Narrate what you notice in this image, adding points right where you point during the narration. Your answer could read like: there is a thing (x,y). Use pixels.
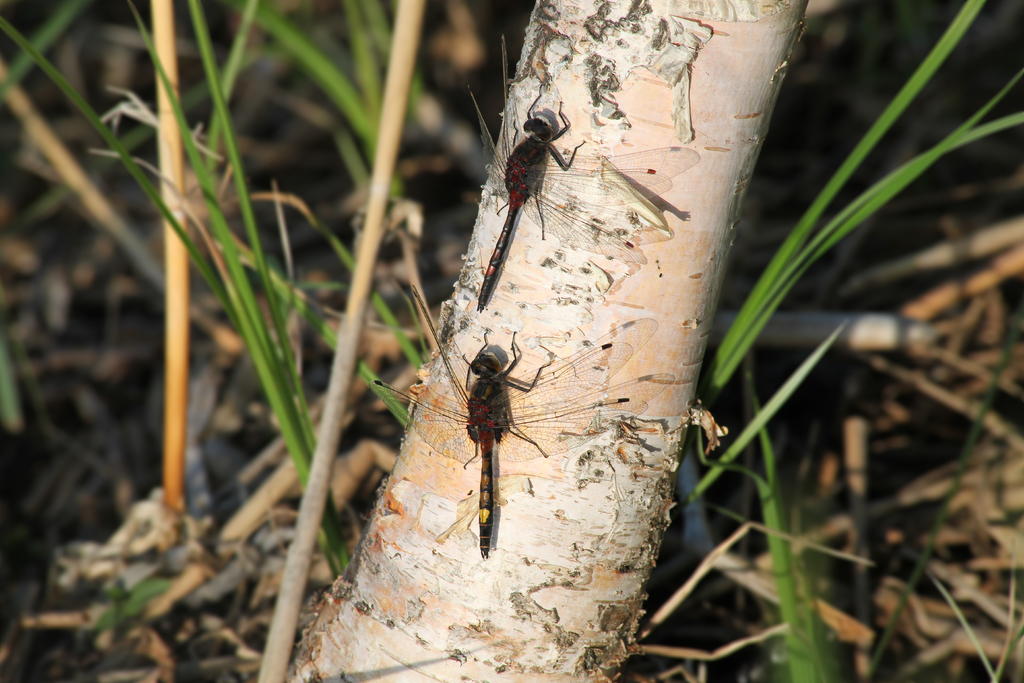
In this image, we can see two insects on a tree trunk (541,508). In the background (965,514), we can see some grass (214,278).
